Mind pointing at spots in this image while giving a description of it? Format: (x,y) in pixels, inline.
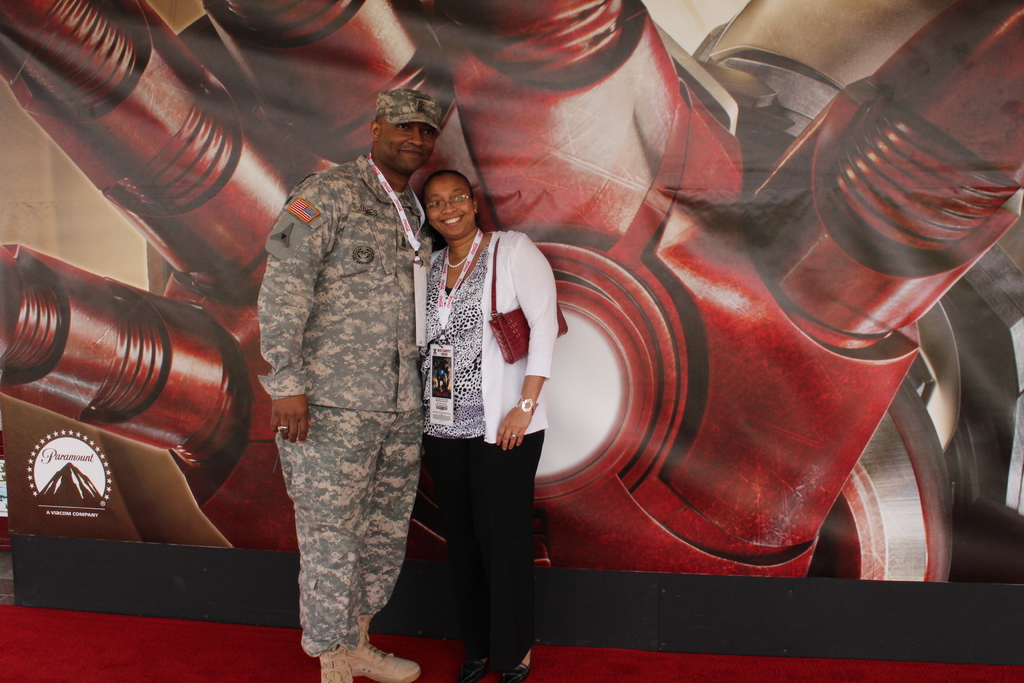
In the image we can see there are people (369,301) standing and they are wearing id cards (439,349) in their neck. Behind there is a banner (125,405).
